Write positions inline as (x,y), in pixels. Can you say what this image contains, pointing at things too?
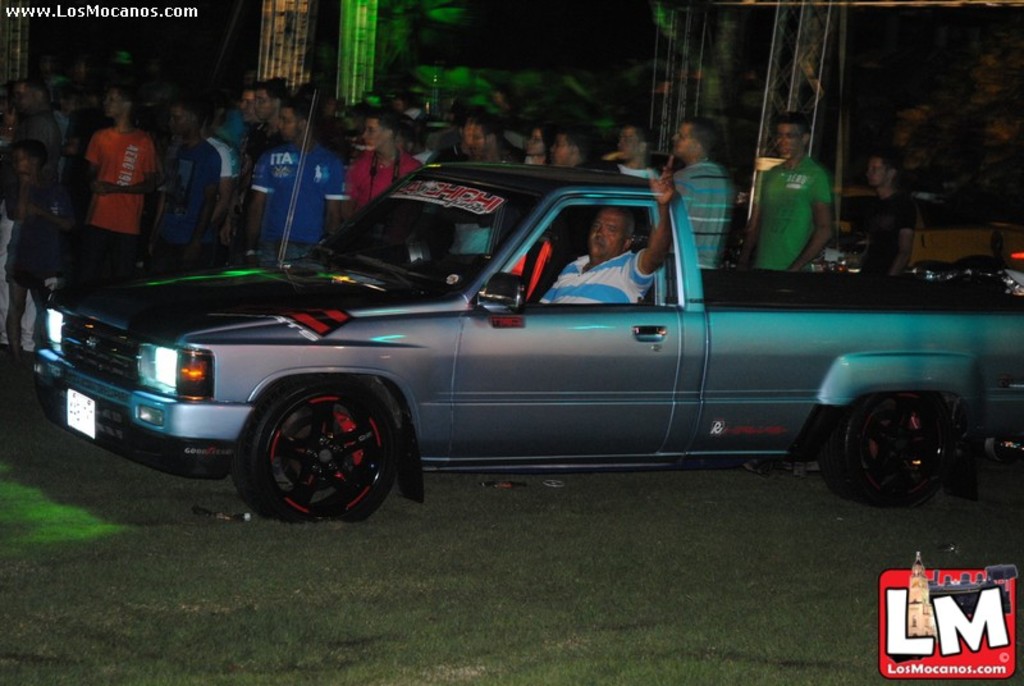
This picture shows a mini truck (373,356) and a man (611,288) seated in it and we see few people (763,220) standing and we see trees (422,73) and grass (395,554) on the ground (144,664) and we see text (180,13) on the left top corner (46,10) and a logo (916,577) on the right bottom corner (915,566).
